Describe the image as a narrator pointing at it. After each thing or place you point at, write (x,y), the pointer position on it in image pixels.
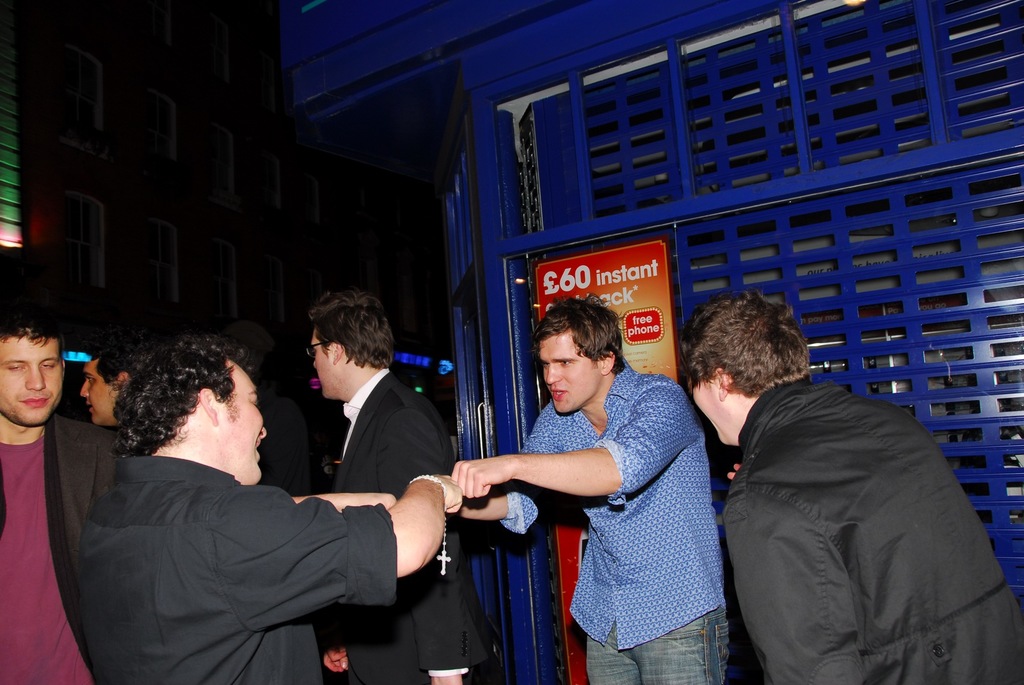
In this image in the front of there are persons (390,441) standing. In the background (261,317) there are objects (283,190) which are black and blue in colour and there is a board (651,317) with some text (652,327) written on it.
